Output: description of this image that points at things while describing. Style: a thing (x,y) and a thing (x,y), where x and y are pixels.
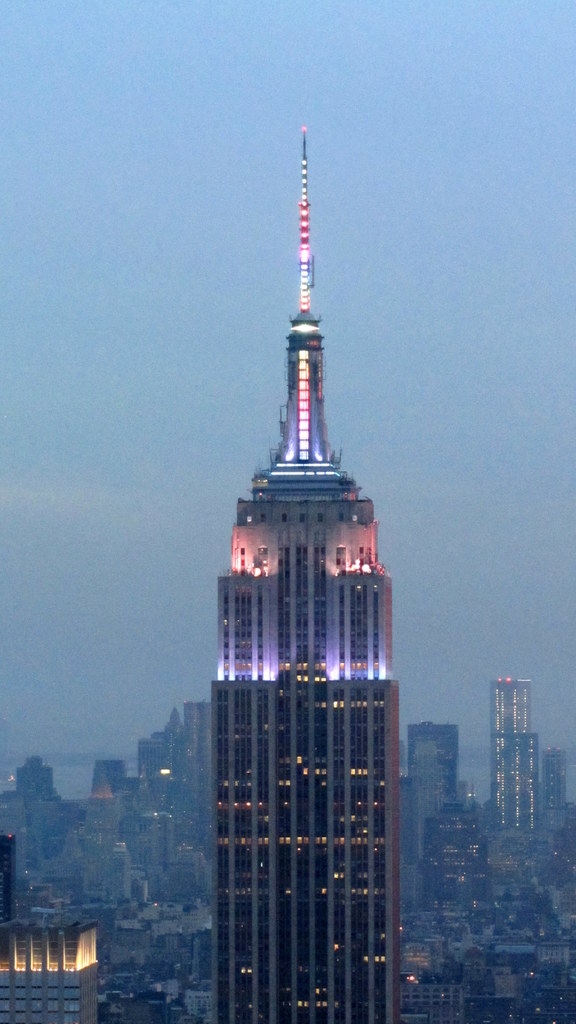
In this image we can see buildings (145,867), skyscrapers (351,840), tower (329,801), electric lights (306,171) and sky (437,499) in the background (437,426).
